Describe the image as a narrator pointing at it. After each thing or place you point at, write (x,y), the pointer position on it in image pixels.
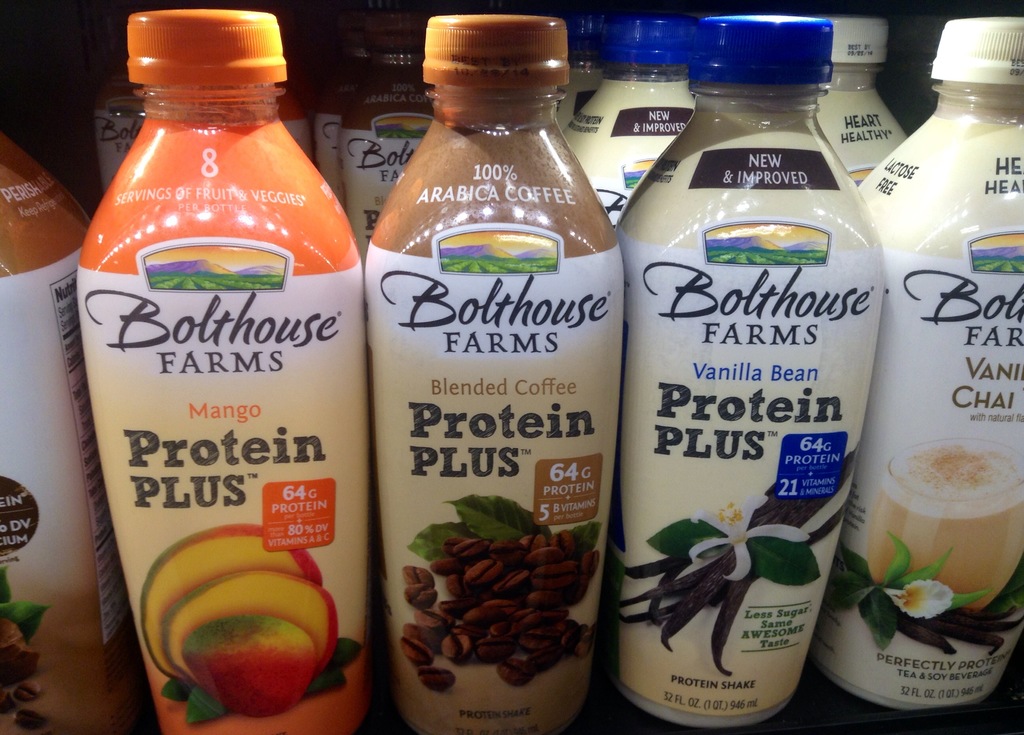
In this picture we can see some bottles (677,323).
